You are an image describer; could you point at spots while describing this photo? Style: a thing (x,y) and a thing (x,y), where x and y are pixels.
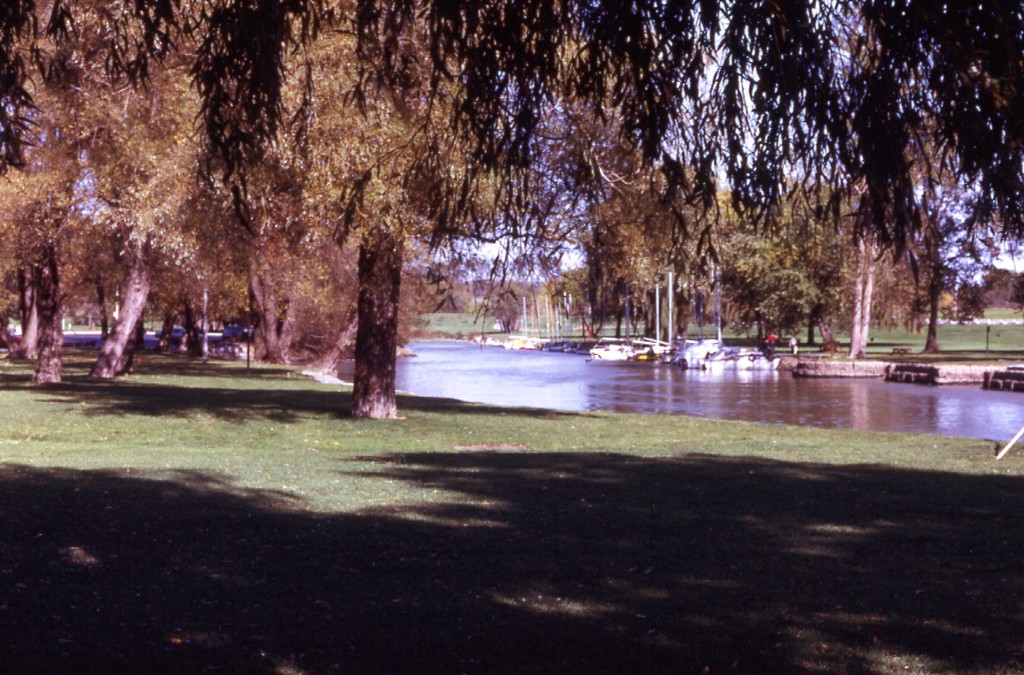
In this image there is a green grass (603,460) at the bottom (867,560). There are trees (439,166), ships (571,318), water (819,382) and people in the foreground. There are trees (625,231) and green grass (460,319) in the background (519,324). And there is a sky (806,163) at the top (698,31).
